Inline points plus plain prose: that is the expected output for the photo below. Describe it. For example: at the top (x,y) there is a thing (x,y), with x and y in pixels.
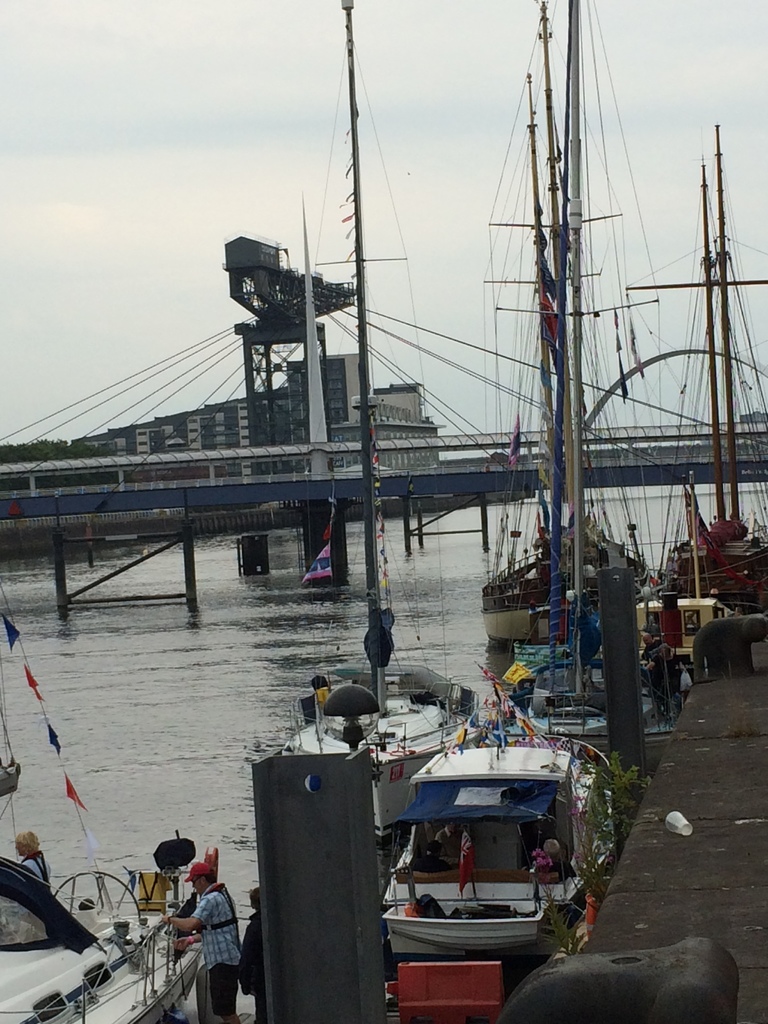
In this image there is the sky (189,132), there is a building (352,420), there are trees (85,450) truncated towards the left of the image (51,453), there is a bridge (287,456) truncated, there are poles (369,464) truncated towards the top of the image (361,285), there are boats (121,940) in the sea (211,662), there is a person (197,935) standing, there is a person (44,865) on the boat (20,892), there are objects (468,973) truncated towards the bottom of the image (584,971), there are objects (717,632) truncated towards the right of the image (720,668).
